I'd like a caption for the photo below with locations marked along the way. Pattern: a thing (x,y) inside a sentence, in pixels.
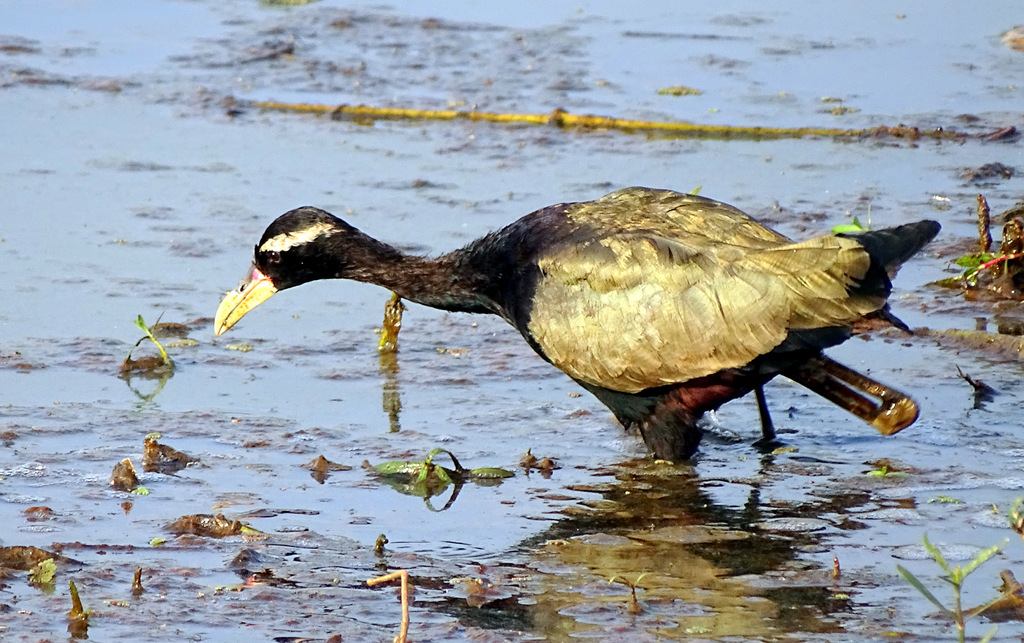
In this image, in the middle (381,278), we can see a bird (642,355) which is on the water (690,577). On the right side (974,274), we can see some grass (980,260). In the background (382,360), we can see water (382,360) and some sticks (684,137) on the water (774,201).
